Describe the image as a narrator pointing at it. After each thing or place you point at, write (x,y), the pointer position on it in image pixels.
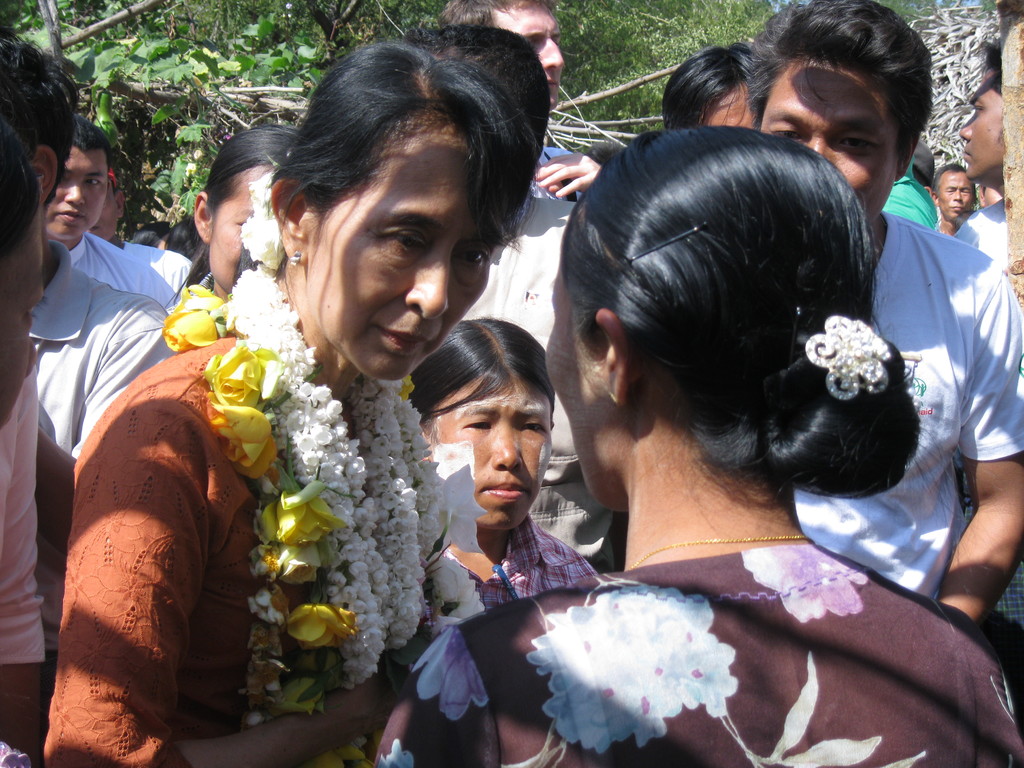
In the image there is a crowd (687,106) gathered in an area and in between the crowd (5,350) there is a woman (295,755), there are a lot of garlands (291,538) around her neck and she is looking at the person (526,633) standing in front of her. Behind the crowd (22,122) there are many trees (166,64).
